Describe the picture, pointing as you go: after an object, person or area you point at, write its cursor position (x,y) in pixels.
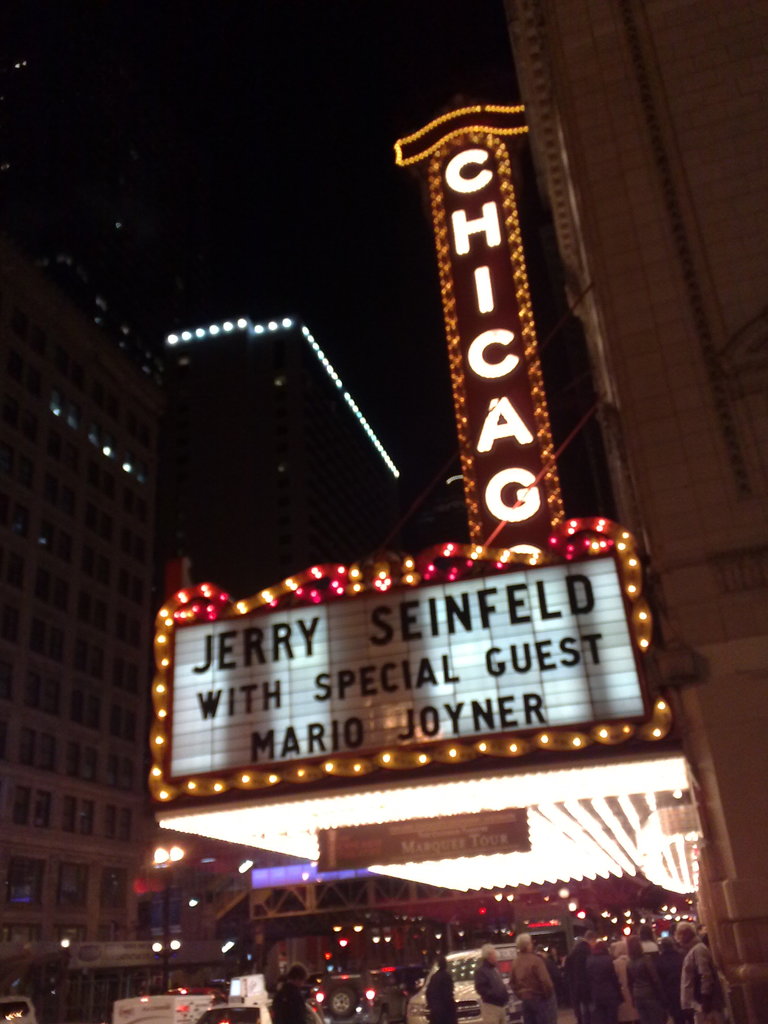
In this image there are some buildings (51,590), at the bottom (554,959) there are some persons (696,943) vehicles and some lights (493,866). In the center (359,681) there are some boards (274,732), on the boards (274,732) there is text (476,365).
